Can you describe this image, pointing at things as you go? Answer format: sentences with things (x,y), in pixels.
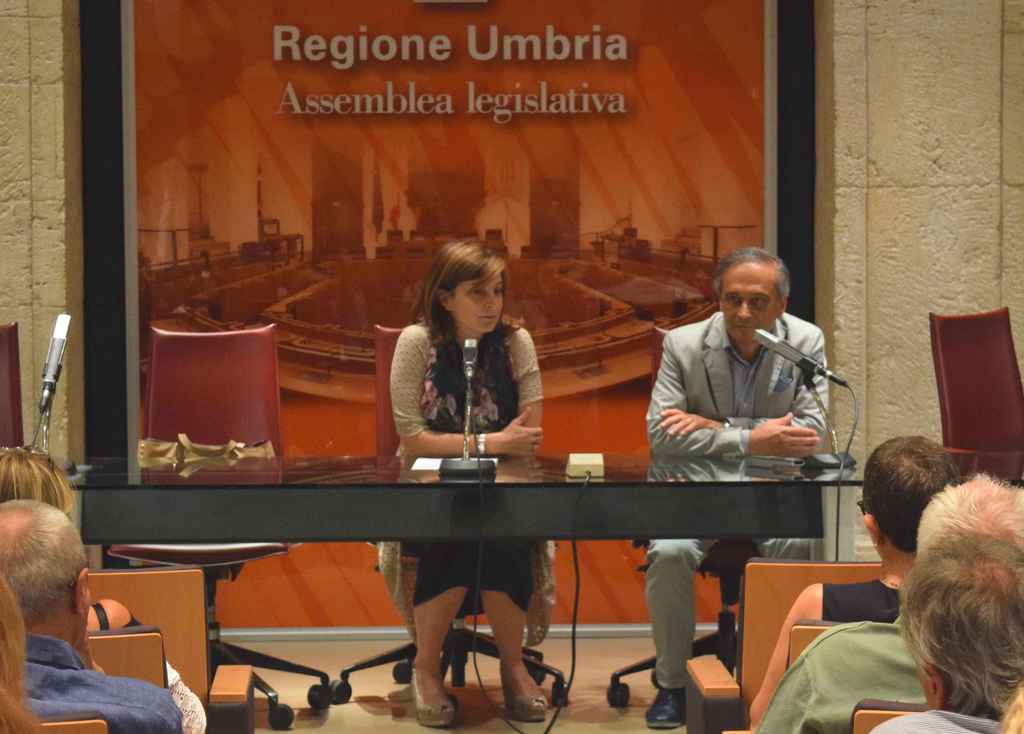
In this image I can see few people (799,401) sitting on chairs (535,671). Here I can see a woman (406,412) and a man (737,434) sitting in front of a mic (455,472).
